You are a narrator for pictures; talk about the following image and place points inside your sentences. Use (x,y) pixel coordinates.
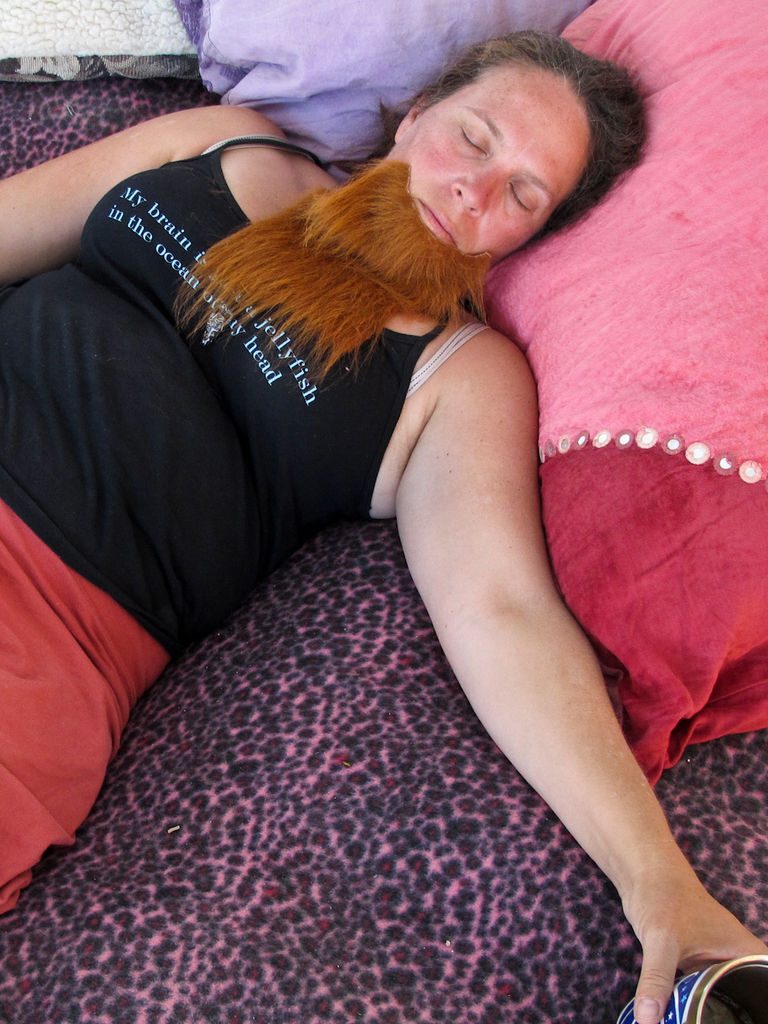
In this image I can see the person (269,530) with red and black color dress (88,655). I can see the person (134,523) lying on the bed (270,857). To the side of the person (286,308) I can see the pillows (47,53) and which are in red, blue and white color. I can also see the person (664,978) holding the tin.
